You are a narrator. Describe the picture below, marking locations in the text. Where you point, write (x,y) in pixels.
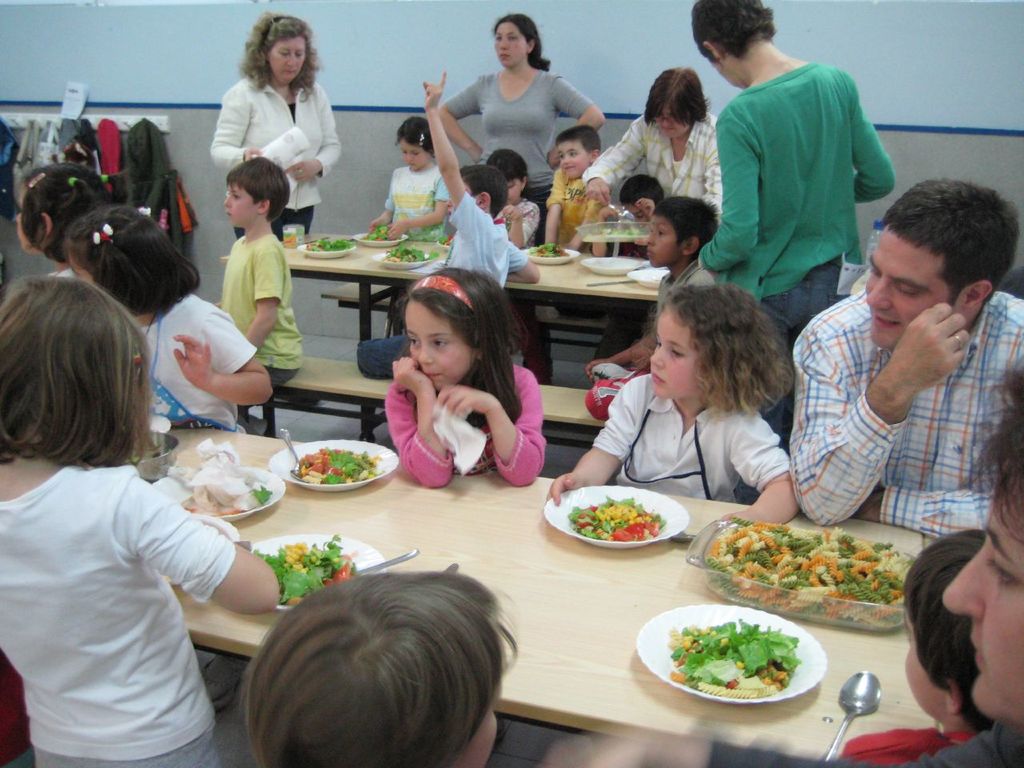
In this picture we can see children (780,372) are sitting on benches (338,377). In-front of them there are tables (662,569), on these tables (651,554) there are plates (640,533), containers (783,601), spoons (410,558) and food (845,560). Beside these children (156,267) there are people (475,83). Background (174,11) we can see a wall (144,29) and clothes (145,146).
